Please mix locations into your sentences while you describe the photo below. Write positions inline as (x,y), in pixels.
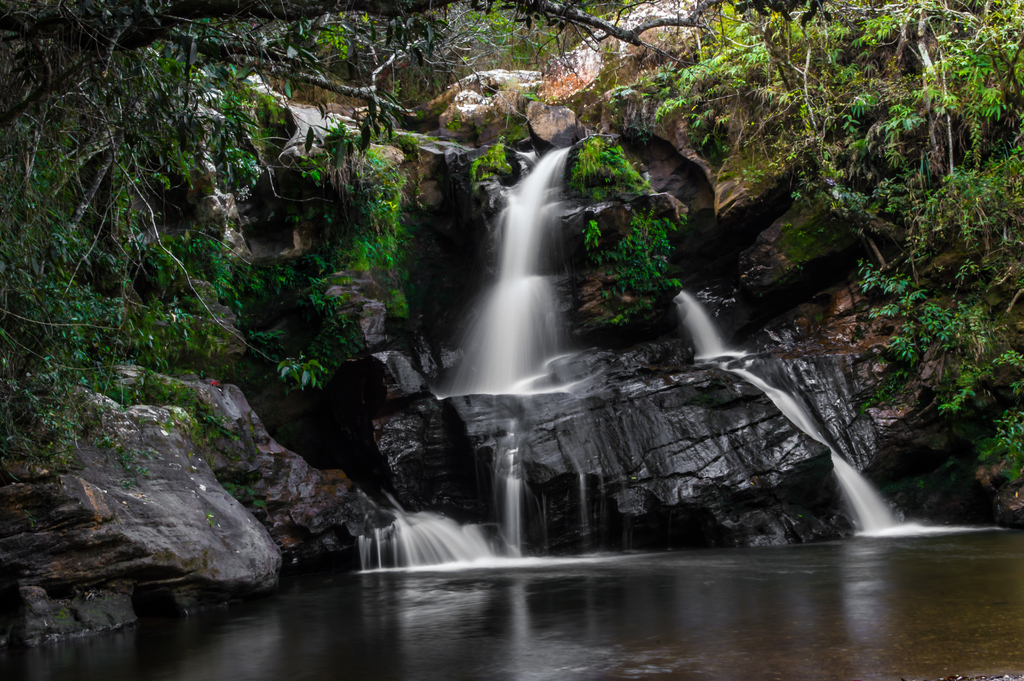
At the bottom of the picture (734,593), we see water (788,578). In the middle (499,384), we see the waterfalls (553,333). On the left side (242,98), we see the trees (53,424) and the rocks (236,232). On the right side (783,215), we see the rocks (715,203) and the trees (871,117).
